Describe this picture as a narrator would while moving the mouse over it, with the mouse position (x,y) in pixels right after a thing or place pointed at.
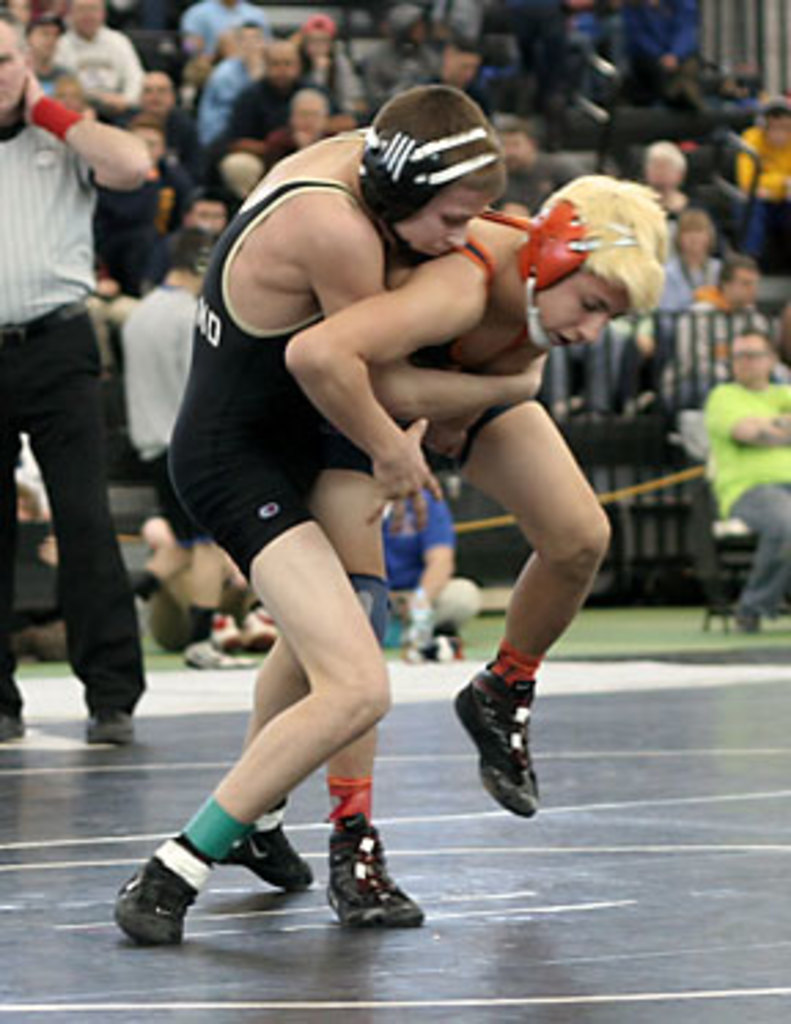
In this image I can see two persons (265,587) are wrestling in the front (207,485). In the background (544,110) I can see number of people (60,514) where few are standing and rest all are sitting on chairs (150,54). I can also see this image is little bit blurry in the background (554,102).
